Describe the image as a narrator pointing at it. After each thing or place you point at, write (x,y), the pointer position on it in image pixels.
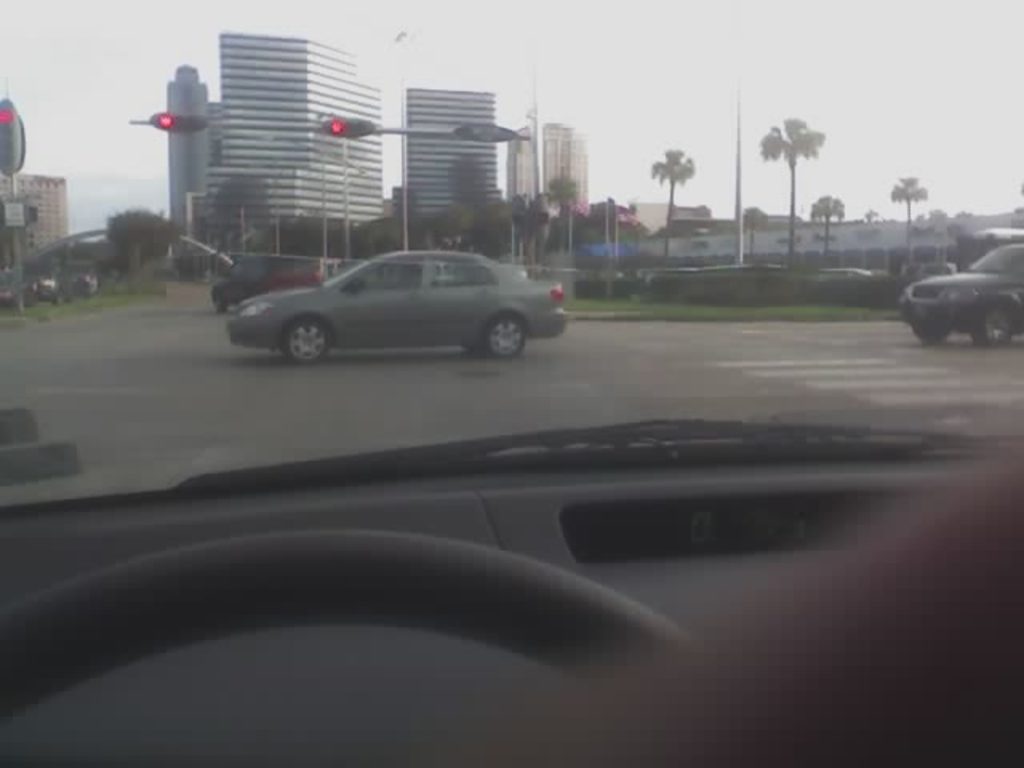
In this picture we can see some vehicles (434,326), there are some trees (834,206), grass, poles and traffic lights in the middle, in the background (323,161) there are buildings (440,154), we can see the sky (707,27) at the top of the picture (707,27).
